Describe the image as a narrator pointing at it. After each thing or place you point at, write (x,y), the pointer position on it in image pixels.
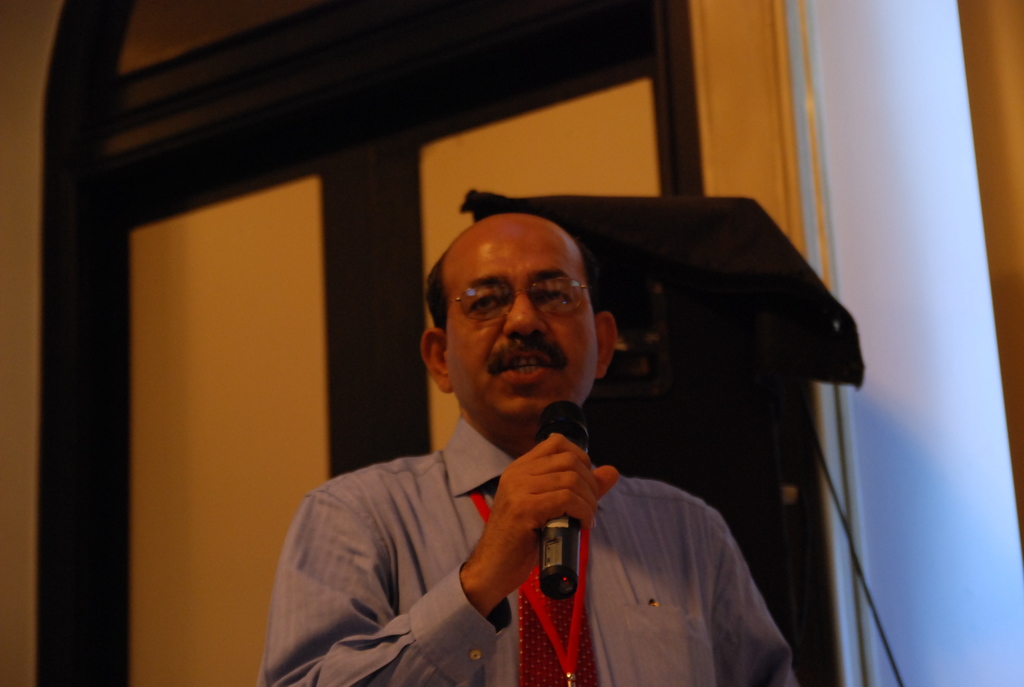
This image consists of a person (569,459) who is holding mike (544,435) in his hands (523,491). He is wearing ID card (570,666). He is wearing specs (507,293).
